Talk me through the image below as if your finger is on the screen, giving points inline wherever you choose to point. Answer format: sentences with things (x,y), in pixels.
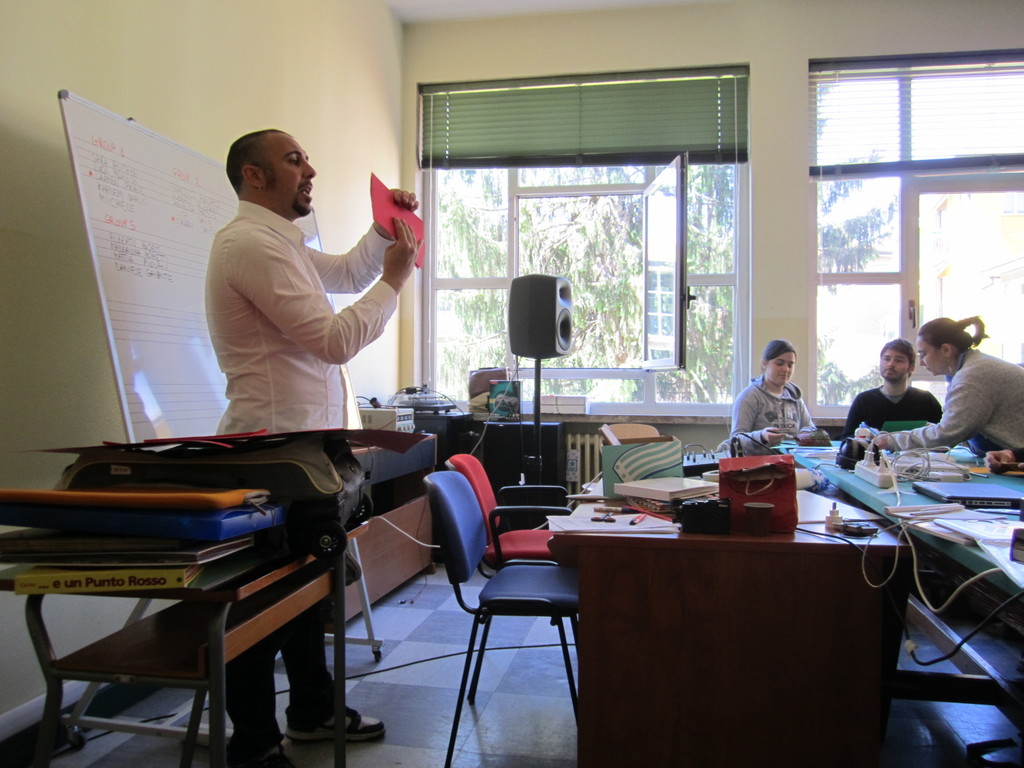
In the picture a man (240,675) is standing and explaining something to the people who are sitting just beside to him we can find some files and in the front (496,601) we can see a table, chairs (527,553) and a music box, books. In the background (93,55) we can find window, walls (97,43) and behind to him we can see a board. The man (311,278) who is standing is wearing a shoe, white shirt (323,267) and holding a red card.
